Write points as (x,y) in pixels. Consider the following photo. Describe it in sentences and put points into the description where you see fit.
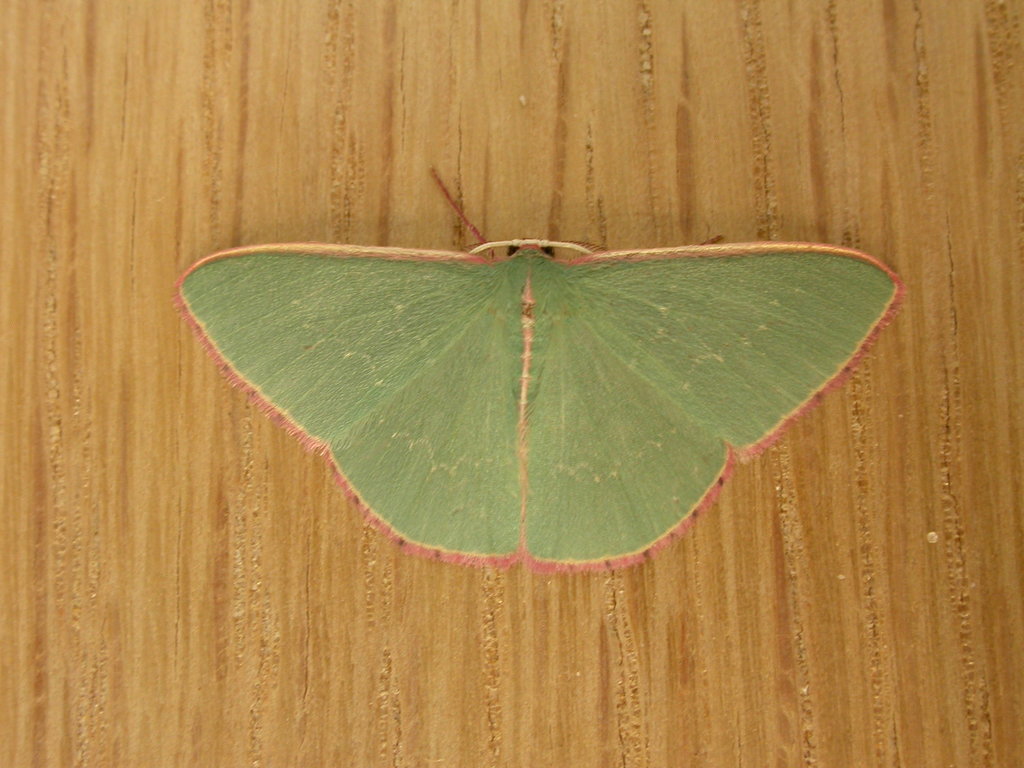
In the center of the image (452,295) there is a moth (508,301) on the wooden surface (169,549).
